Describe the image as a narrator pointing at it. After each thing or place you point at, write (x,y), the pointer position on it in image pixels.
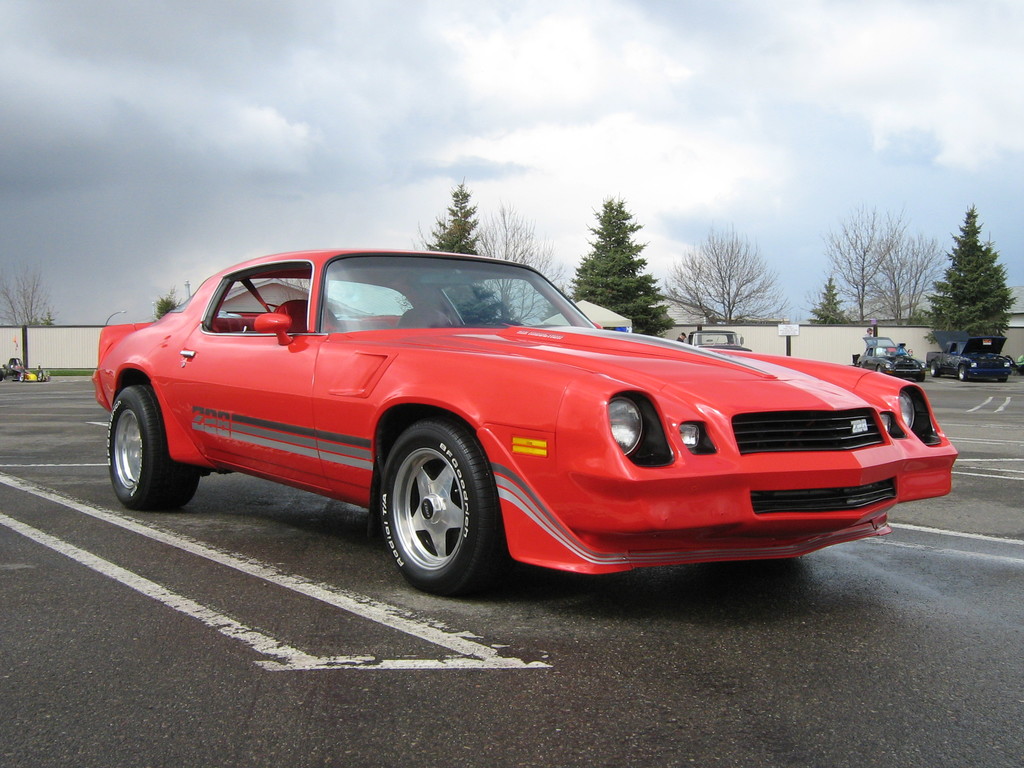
In this image in the center (589,429) there is a vehicle (232,417), and at the bottom (96,519) there is a road (650,663). In the background (645,324) there are vehicles (966,339), trees (860,318), tents (597,311), poles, boards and some people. At the top (738,142) there is sky (386,115).
